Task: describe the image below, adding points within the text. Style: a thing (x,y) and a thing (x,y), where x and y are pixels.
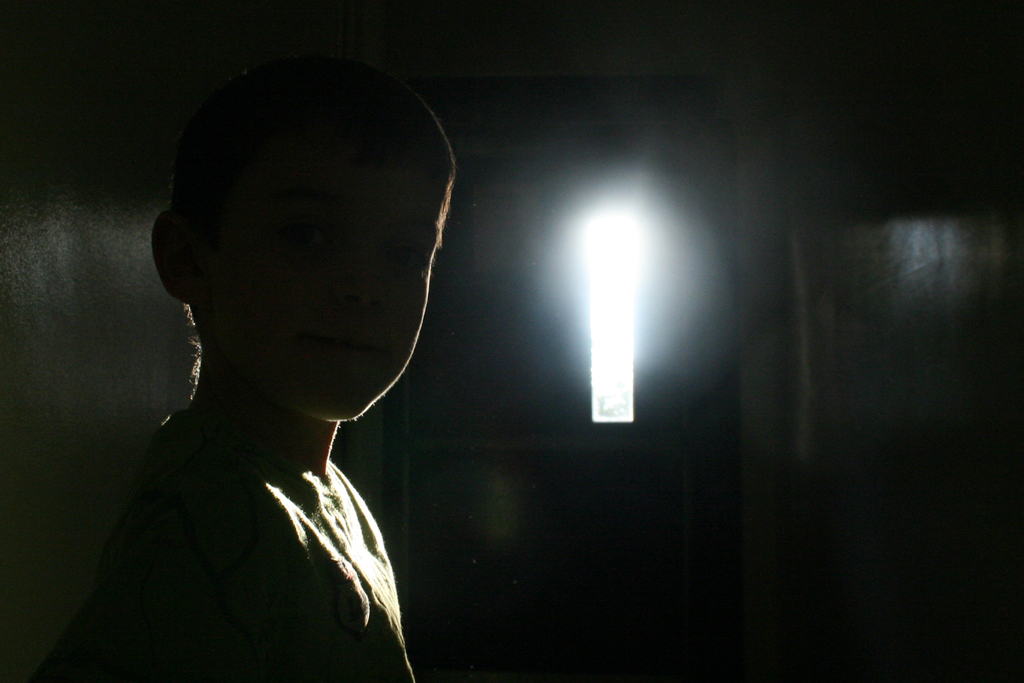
In this image I can see the person (263,452). In the background (595,380) I can see the light (626,369). I can see the person (298,71) is inside the room (633,543).
